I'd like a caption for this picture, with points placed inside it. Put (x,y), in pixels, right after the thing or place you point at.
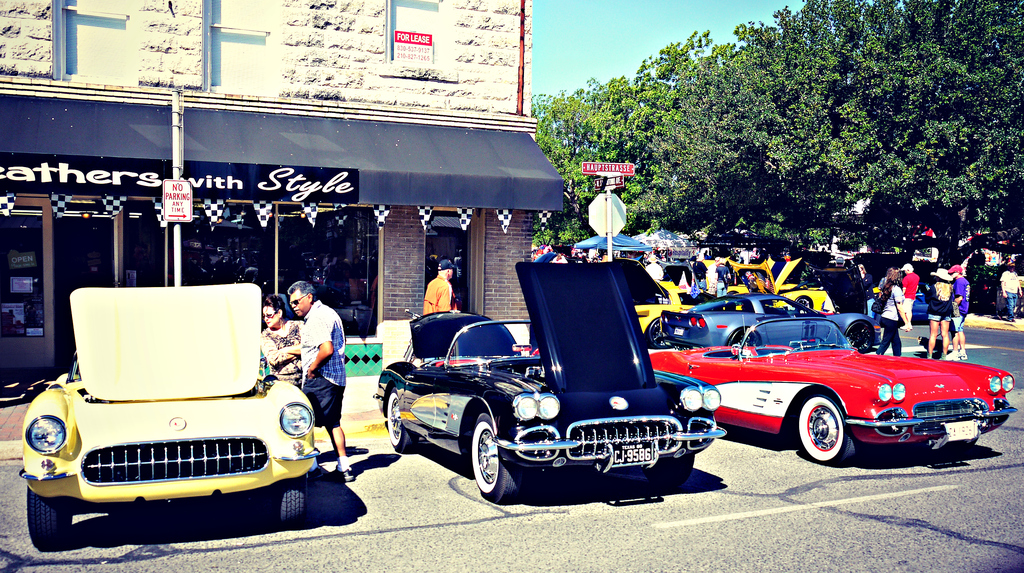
In this image in the center (625,345) there are cars (673,380) and there are persons (314,393) standing. In the background (408,155) there is a building (317,151) with some text (230,187) written on it, and on the right side of the building (228,153) there are trees (746,203), cars (792,294) and there are persons (866,269) standing.
